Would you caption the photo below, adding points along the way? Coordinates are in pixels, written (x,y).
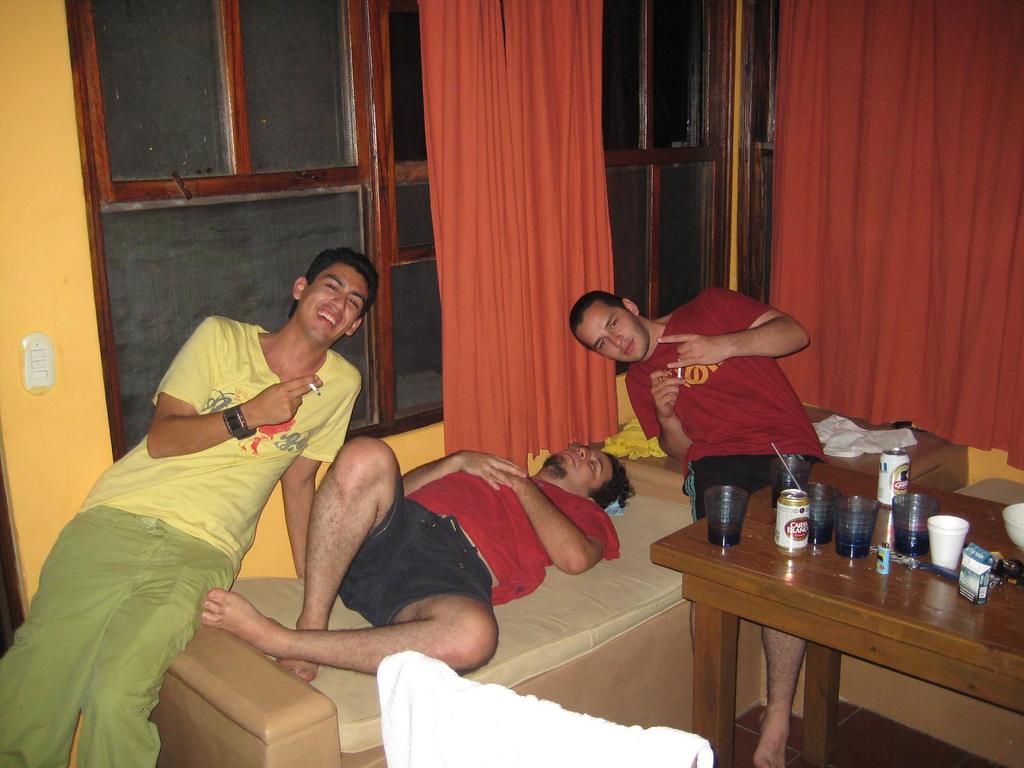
A man (526,572) is sleeping on the bed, 2 men (253,497) are sitting on it. On the table (873,593) we can see glasses (840,531), cups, tin (803,528). In the background (232,246) there is window (409,189), curtain (561,152), wall (83,295).
